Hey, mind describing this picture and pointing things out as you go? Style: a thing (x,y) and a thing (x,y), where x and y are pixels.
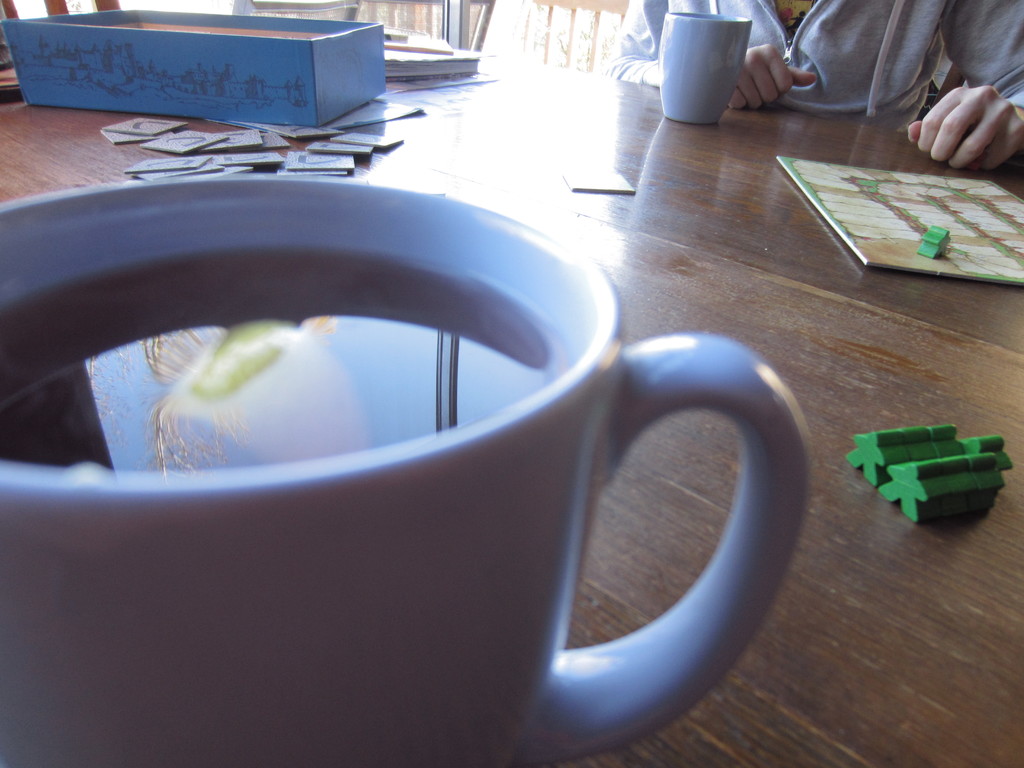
in this picture we can see a tea cup (244,487) and some liquid (252,374) in it, on the table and some other objects (703,58) on it, and in front a person (765,32) is sitting.
